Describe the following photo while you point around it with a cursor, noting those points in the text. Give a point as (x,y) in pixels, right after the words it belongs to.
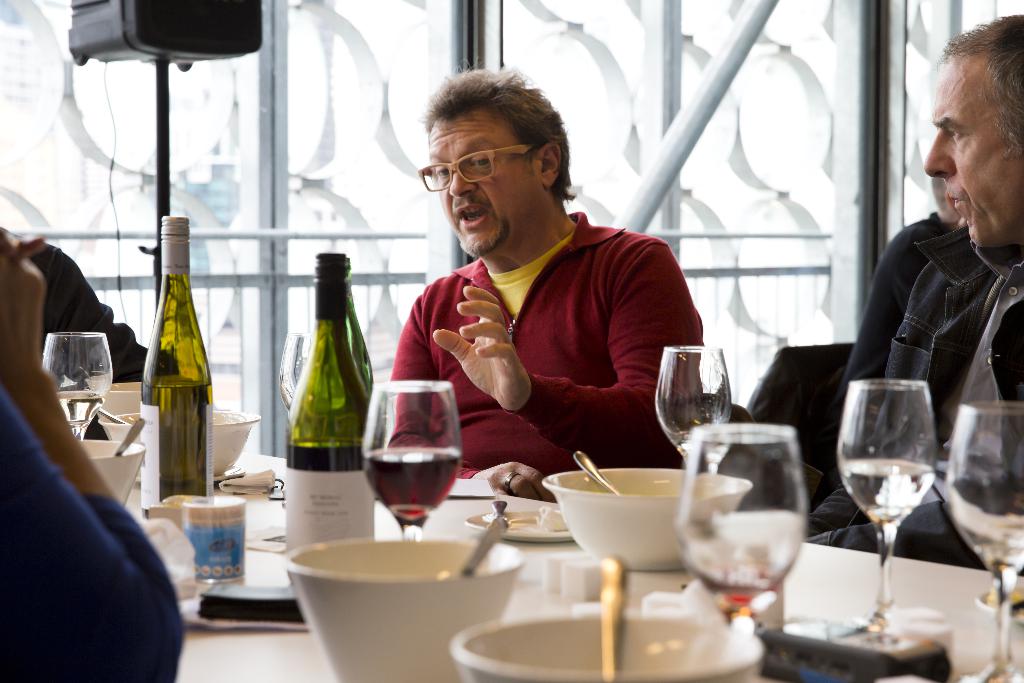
There are some people (570,317) sitting in chairs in front of a table (540,551) which has wine bottles (312,436), glasses (689,549) and some other objects (641,515) on it.
